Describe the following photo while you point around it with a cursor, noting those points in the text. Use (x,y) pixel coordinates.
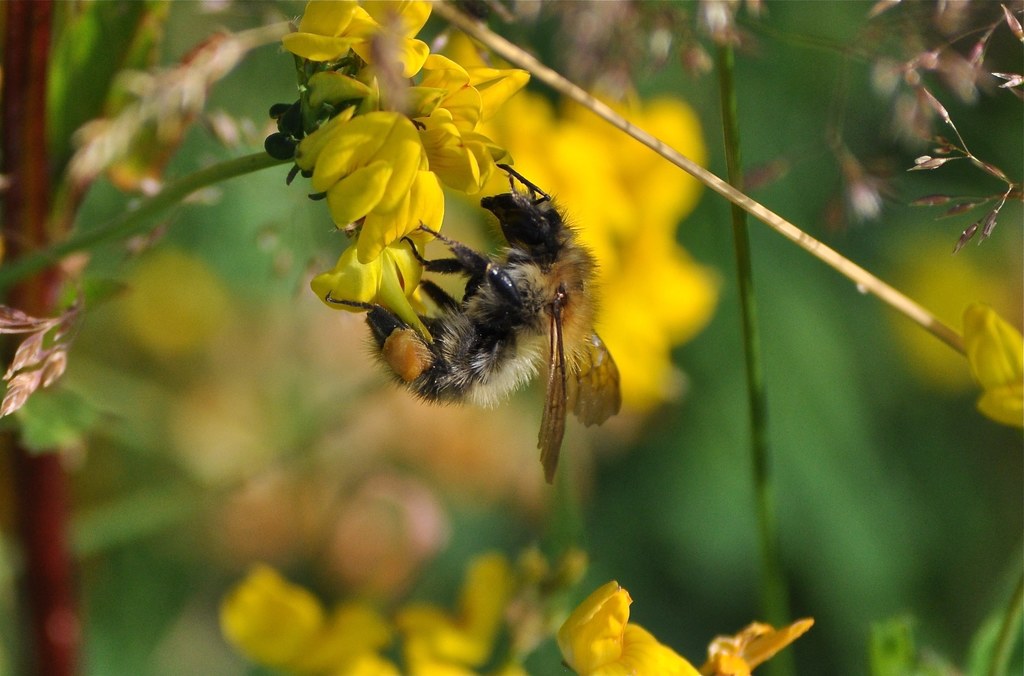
In this image we can see an insect (573,337) on yellow color flower (402,125). We can see the stem (799,236). In the background (106,357), we can see greenery (692,239) and flowers (664,257).
